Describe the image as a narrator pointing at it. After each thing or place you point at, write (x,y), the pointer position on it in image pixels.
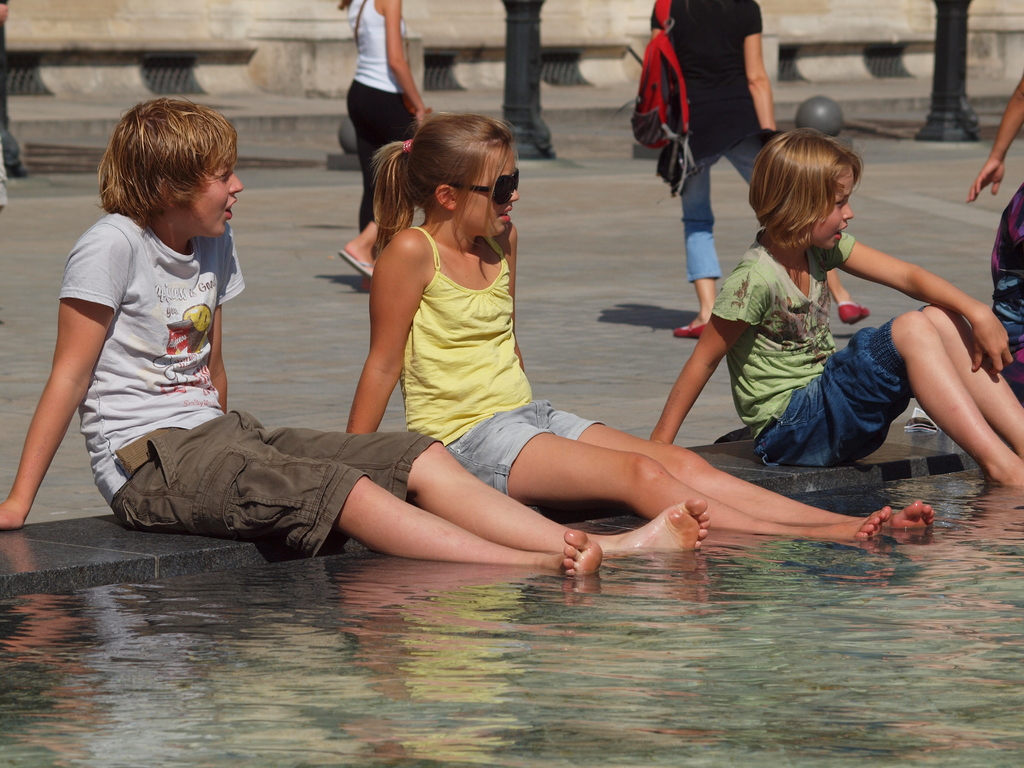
This picture shows few people (323,521) seated. We see a girl (513,293) wore sunglasses (510,190) and few people (1012,229) walking and we see a human (687,33) wore a bag (684,127) and we see water (682,594) and couple of poles (523,16).
